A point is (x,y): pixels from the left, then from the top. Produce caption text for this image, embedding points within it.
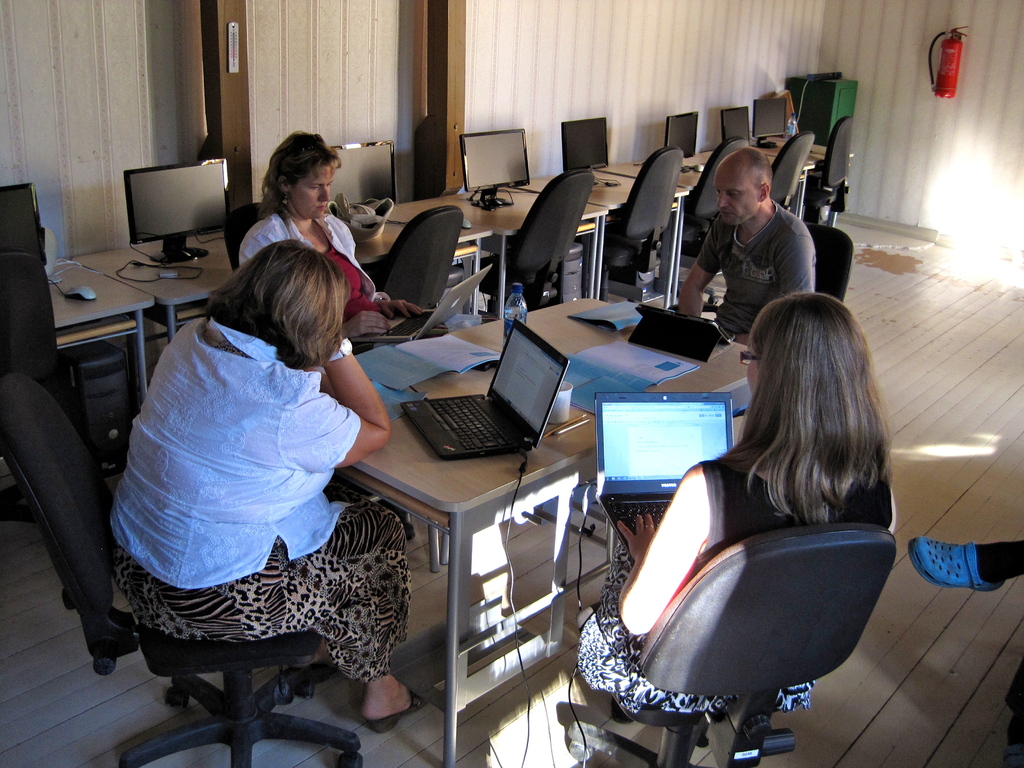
In a room (641,532) there are three ladies (329,518) and one man (770,279) are sitting on a chairs (96,647). Two ladies (781,520) are holding laptops (672,469) in their hands (363,331). In between them there is a table (441,528) with laptop (459,423), papers (441,362), water bottle (508,325) and a cup (564,396) on it. To the left corner (116,307) there are table (390,219) with monitors (761,109) on it. Down the table (591,268) there are many CPUs (89,373). To the right corner (949,66) there is a fire extinguisher (932,67).
